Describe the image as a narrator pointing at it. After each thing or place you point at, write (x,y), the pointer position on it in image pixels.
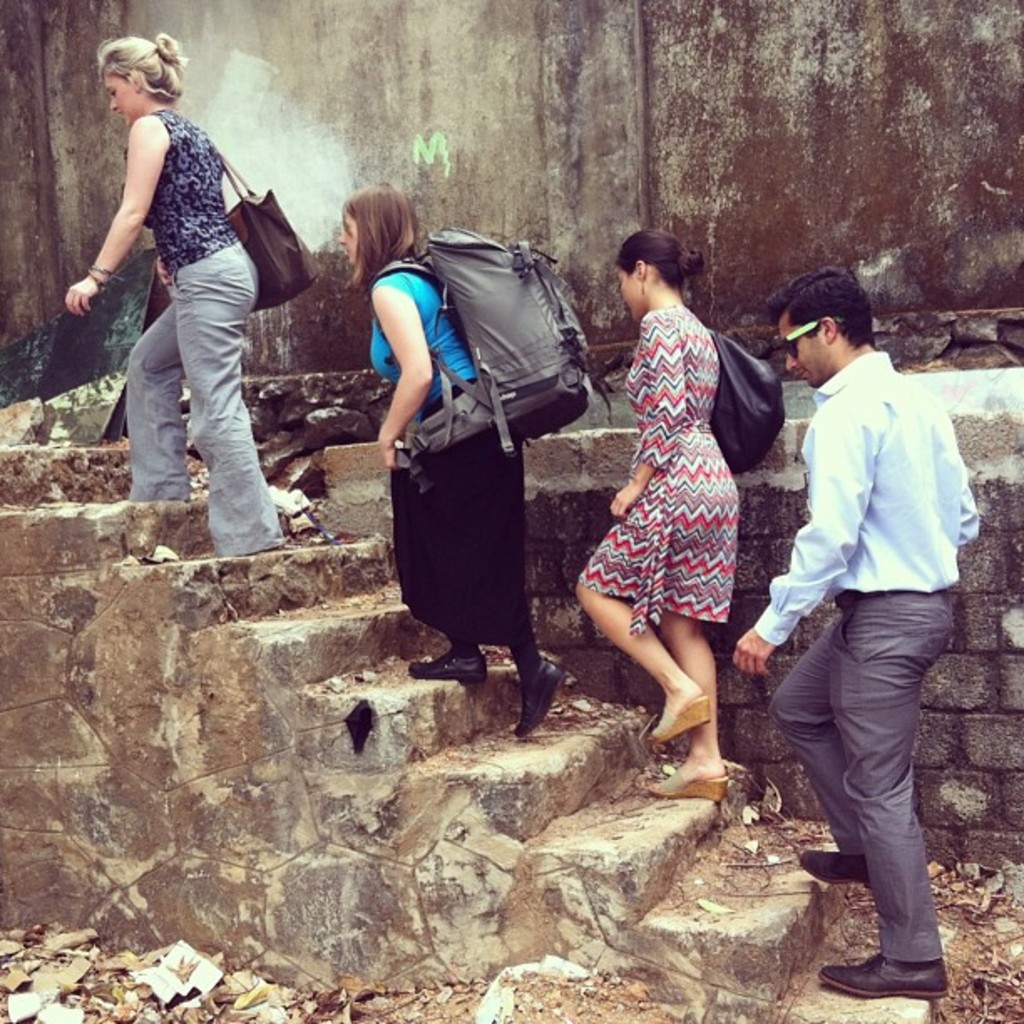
In this picture, we see three women (400,551) and a man (813,760) in white shirt (867,531) are climbing up the staircase (366,650). Women (232,539) are wearing handbags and backpack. At the bottom of the picture (251,1004), we see dried leaves (84,954) and twigs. In the background (544,434), we see a wall (318,282).
